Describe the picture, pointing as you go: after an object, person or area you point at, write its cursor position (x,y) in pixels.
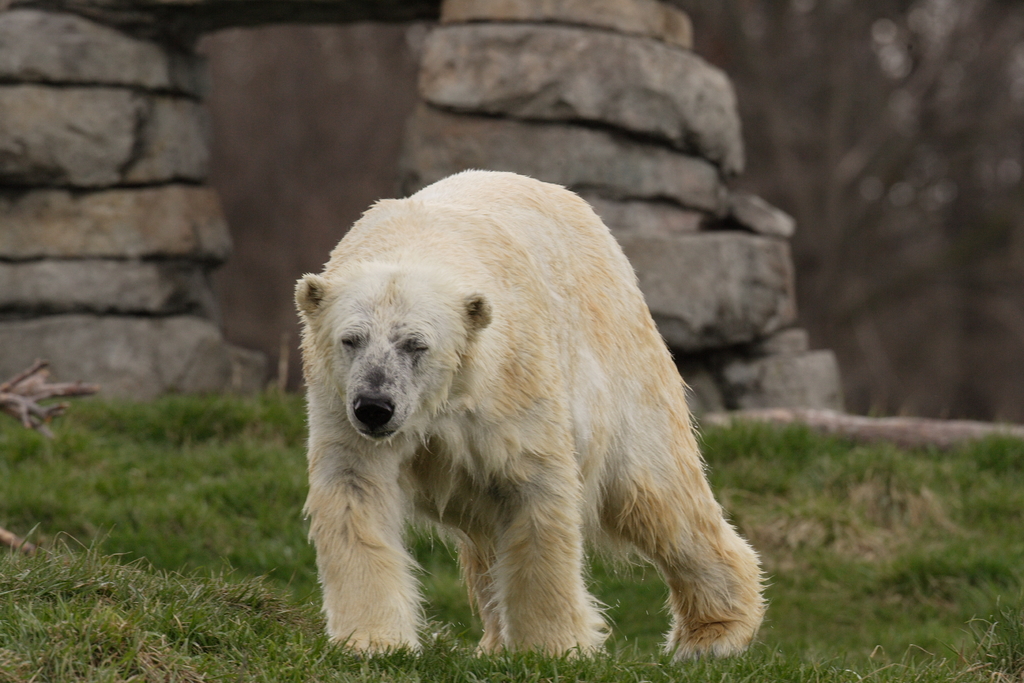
This is the polar bear (521,517) walking. Here is the grass (182,476). In the background (697,400), these are the rocks (114,283), which are placed one on the other.
